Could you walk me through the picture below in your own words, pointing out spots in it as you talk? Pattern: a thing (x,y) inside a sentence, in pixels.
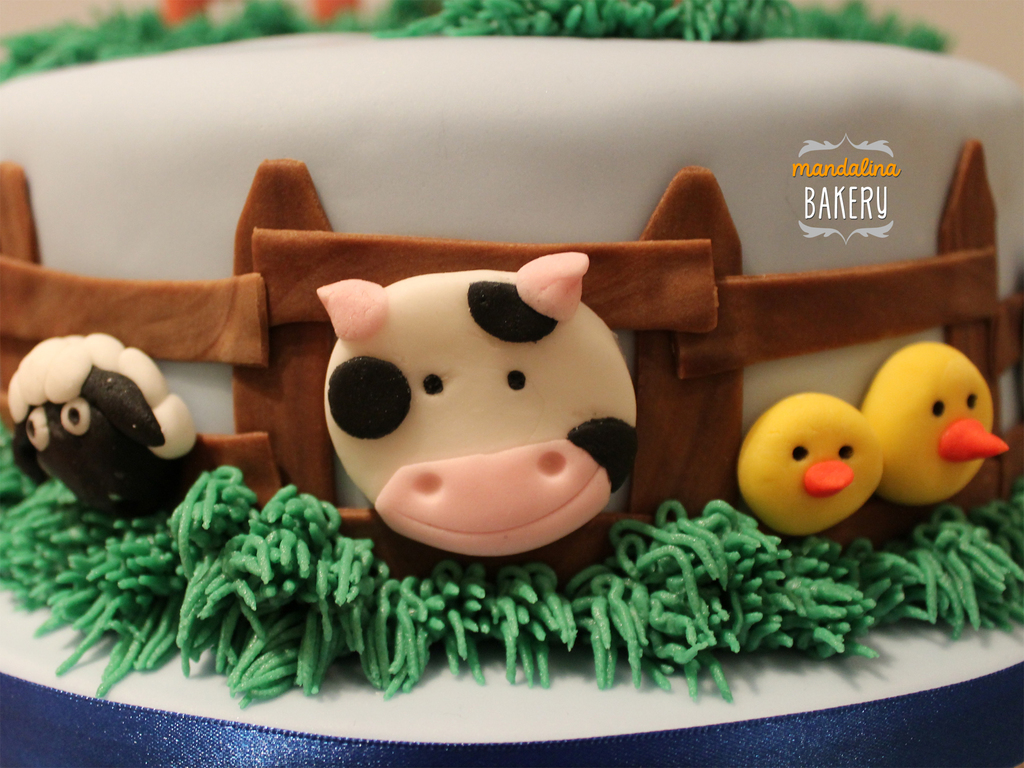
In this image there is a cake (536,626) with cream (815,615) on it.
